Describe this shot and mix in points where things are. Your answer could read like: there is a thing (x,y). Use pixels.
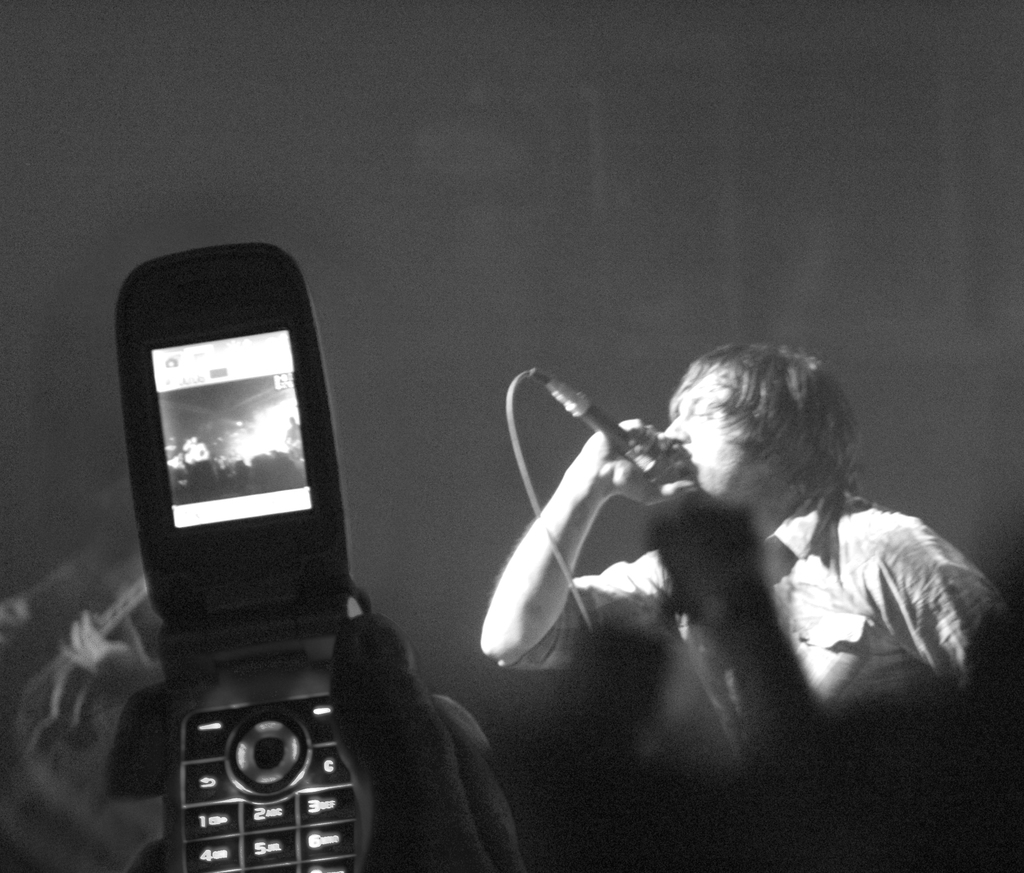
a phone (240,707) is present. behind that a person (789,623) is singing holding a microphone (585,415) in his hand (596,437) at the right (841,602).
